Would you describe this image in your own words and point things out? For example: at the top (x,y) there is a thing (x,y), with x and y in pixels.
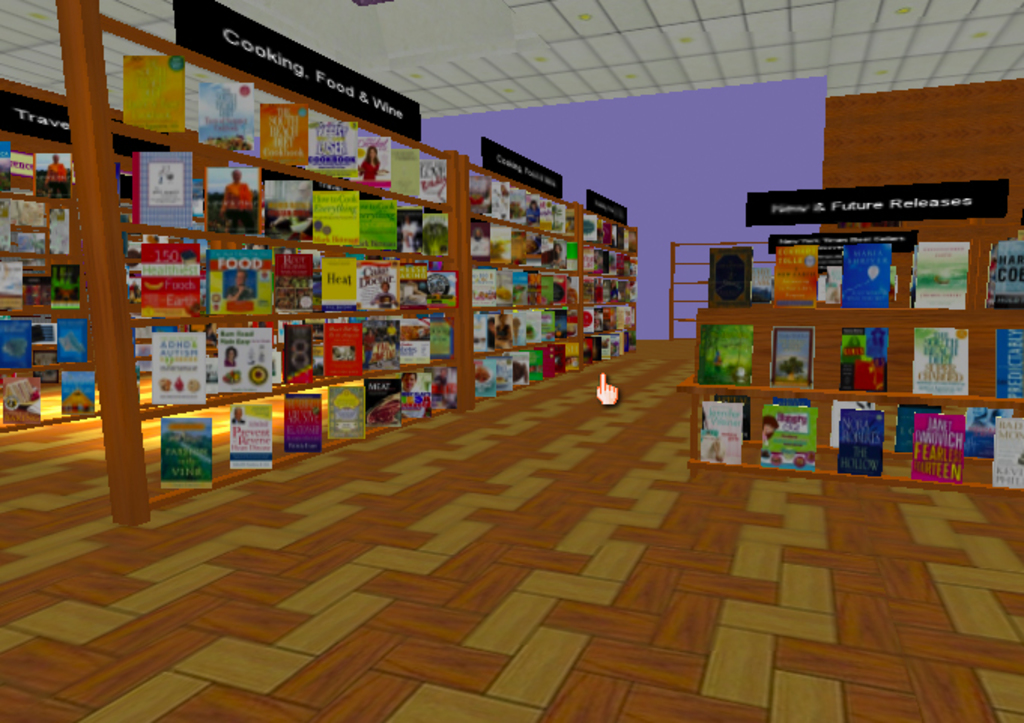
This is a cartoon picture. we see books (704,409) in the shelves (997,490).
